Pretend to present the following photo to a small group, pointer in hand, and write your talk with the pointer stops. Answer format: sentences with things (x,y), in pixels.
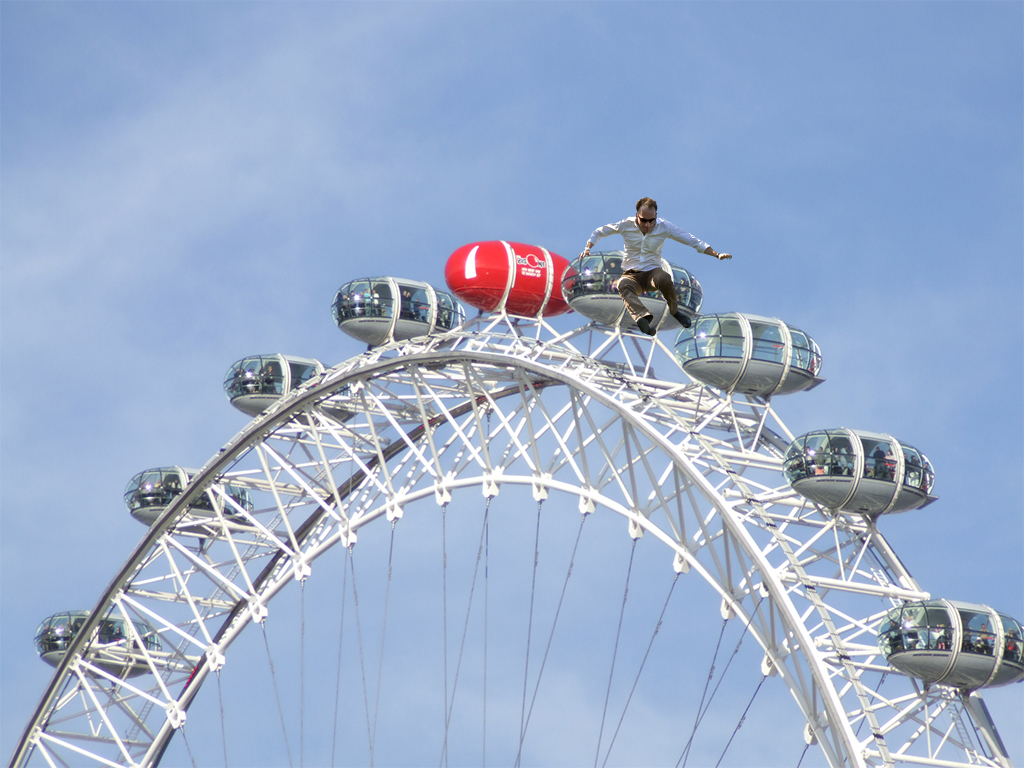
This image is taken outdoors. In the background (88,359) there is the sky (114,133) with clouds (131,132). In the middle of the image (407,412) there is a Ferris wheel (260,460) and there is a man (626,233) on the Ferris wheel (523,274).
